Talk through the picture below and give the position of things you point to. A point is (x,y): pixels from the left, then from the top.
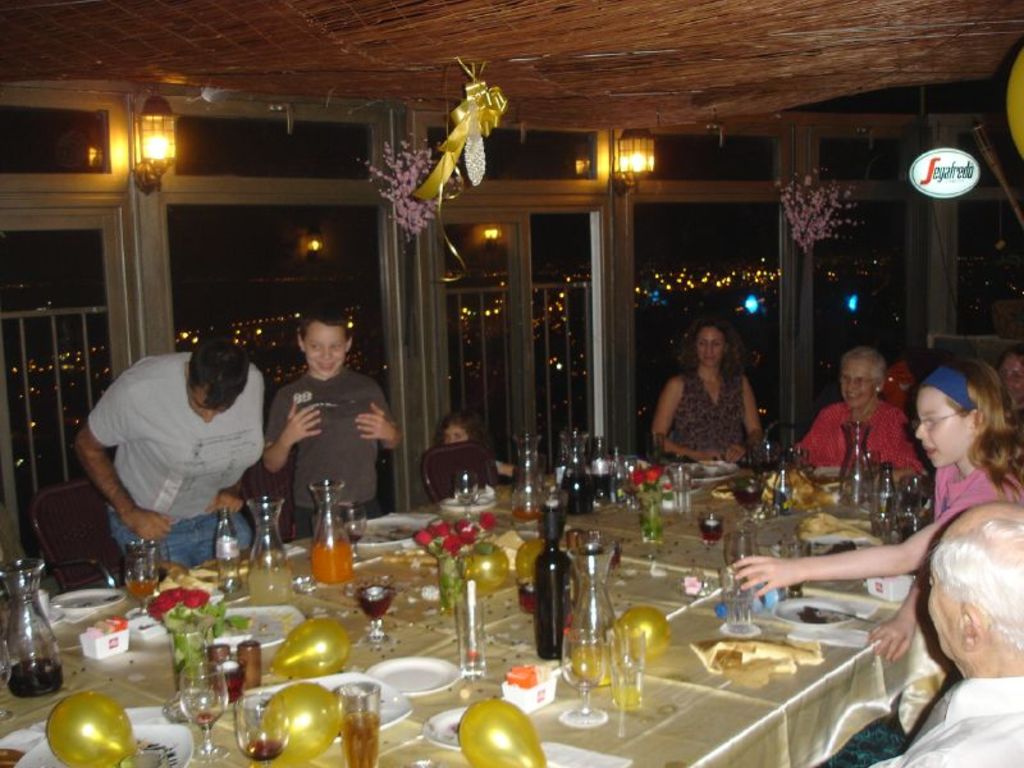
In this image we can see this people (963,481) sitting near the table (439,701) and this people (298,474) are standing near the table (424,717). We can see plates (434,687), glasses (635,680), jars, bottles (547,638), flower vases (183,631), balloons (87,714) and few things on the table (712,553). In the background (447,397) we can see glass windows (483,298) and lights (634,157).
